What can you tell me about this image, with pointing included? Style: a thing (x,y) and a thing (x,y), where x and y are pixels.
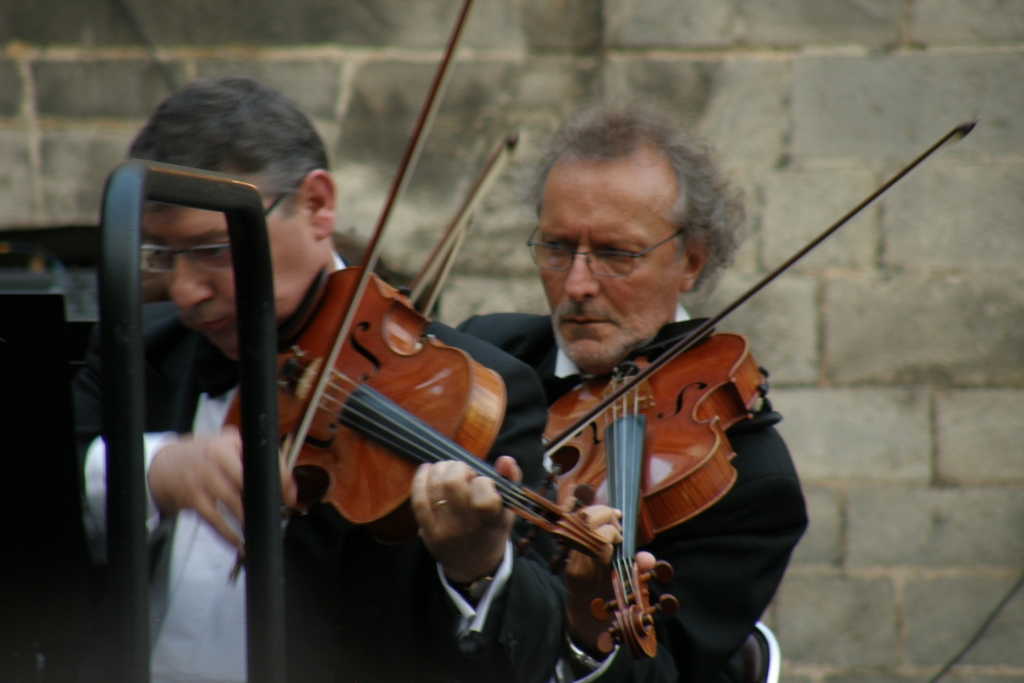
Two musicians (616,357) are playing violin (698,481).
